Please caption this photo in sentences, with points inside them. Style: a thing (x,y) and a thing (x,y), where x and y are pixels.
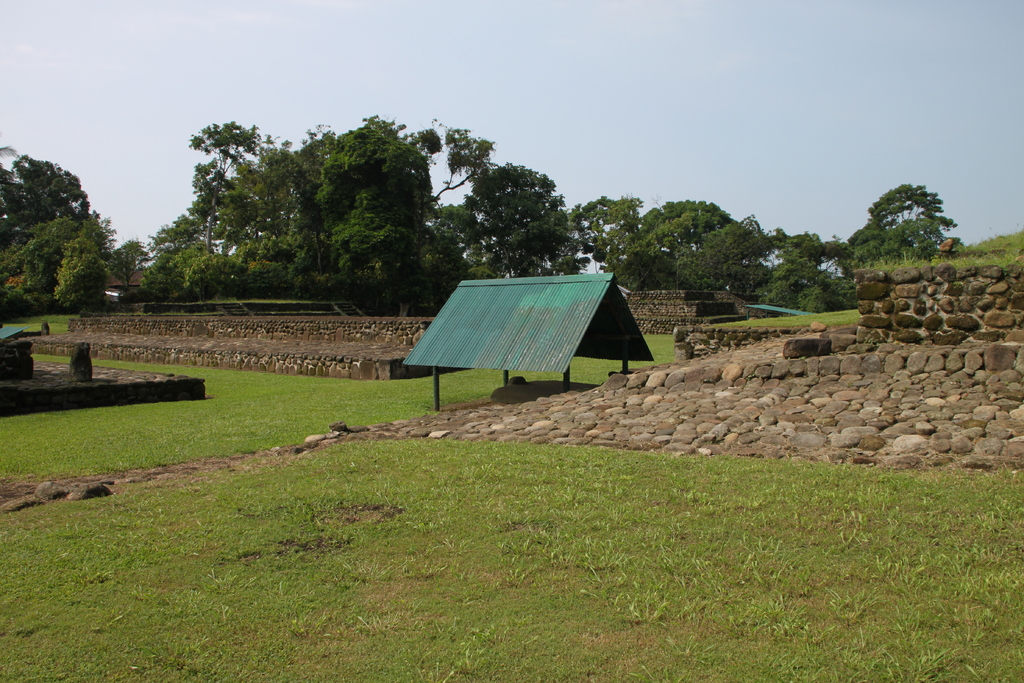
At the bottom of the picture (526,521), we see the grass (679,503) and beside that, we see stones (814,410) and a shed (525,355) in green color. In the background (285,326), there are trees (369,268) and staircase (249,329). At the top of the picture (369,99), we see the sky (124,102).
